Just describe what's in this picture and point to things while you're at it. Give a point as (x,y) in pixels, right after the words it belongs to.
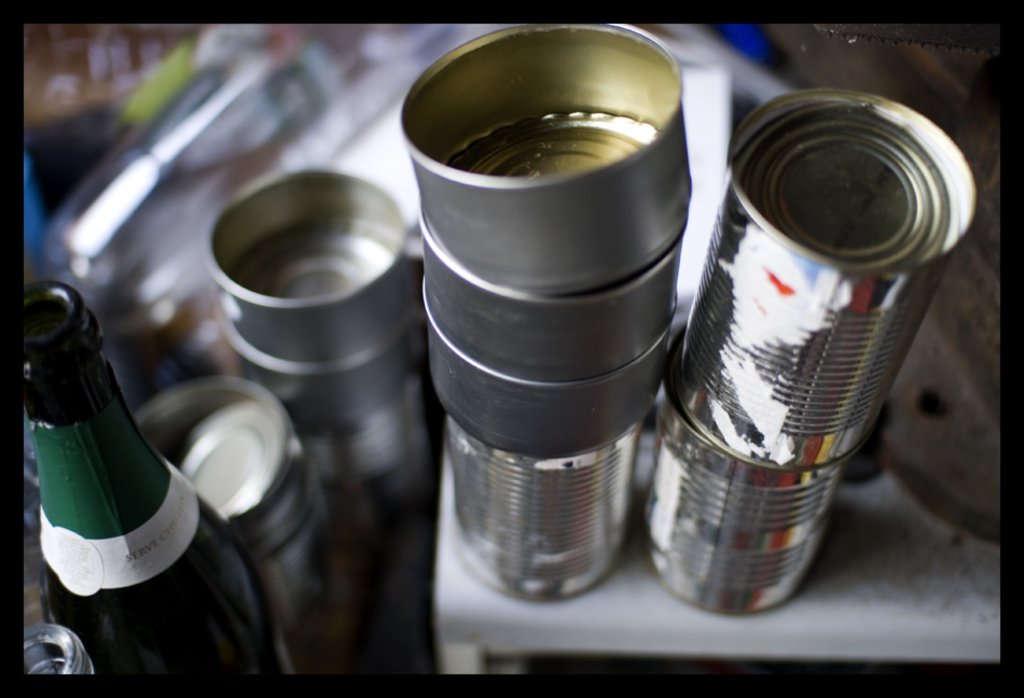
In this image we can see a bottle (113,585) on the left side of the image (169,451) and there are objects (495,349) which looks like tins (767,365) and some other things (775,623) and the background (183,254) image is blurred.
